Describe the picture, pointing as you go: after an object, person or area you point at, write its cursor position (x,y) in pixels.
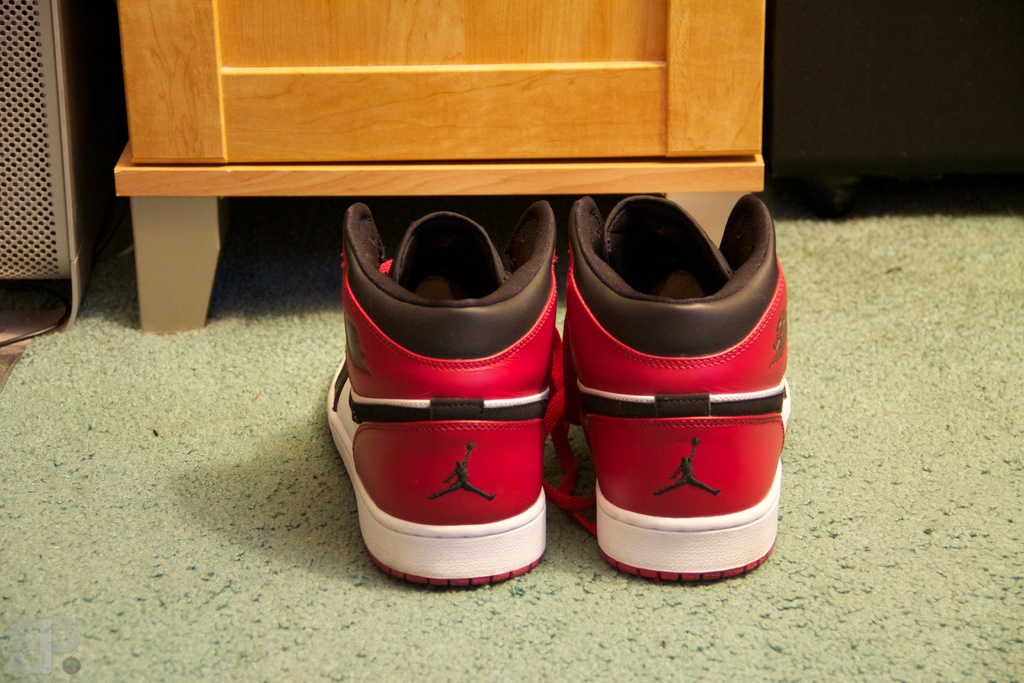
In this image we can see a pair of shoes (504,432) on the carpet (298,476). In the background (588,82) there are cabinets (330,115).
